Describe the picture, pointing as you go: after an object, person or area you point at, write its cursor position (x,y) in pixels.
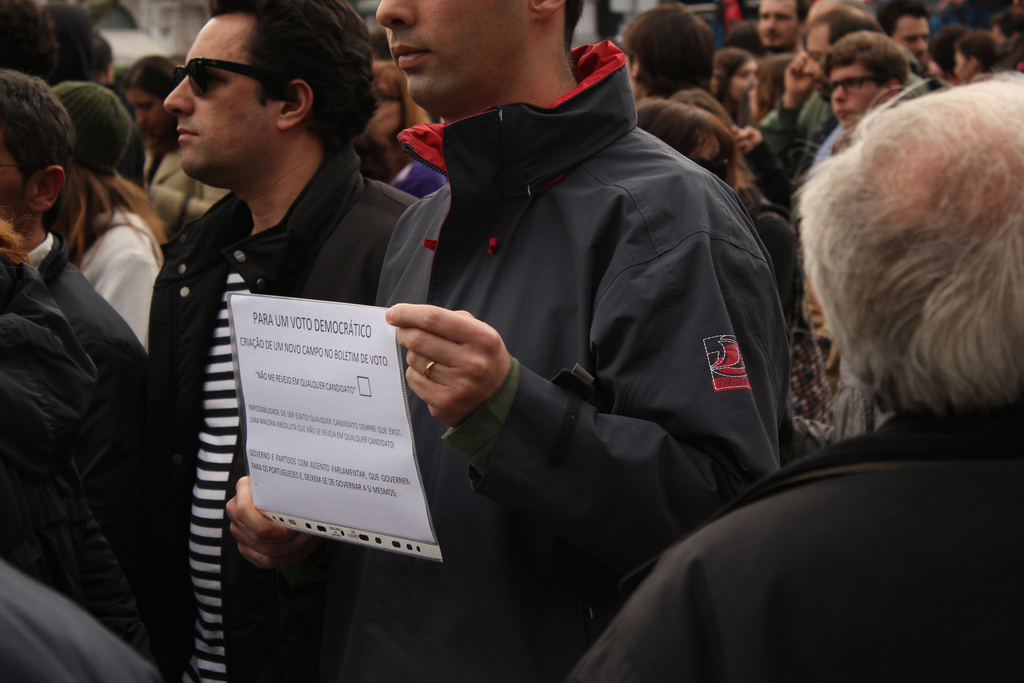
In this image I can see group of people (565,402). There is a person (533,245) holding paper (276,343) in his hands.
